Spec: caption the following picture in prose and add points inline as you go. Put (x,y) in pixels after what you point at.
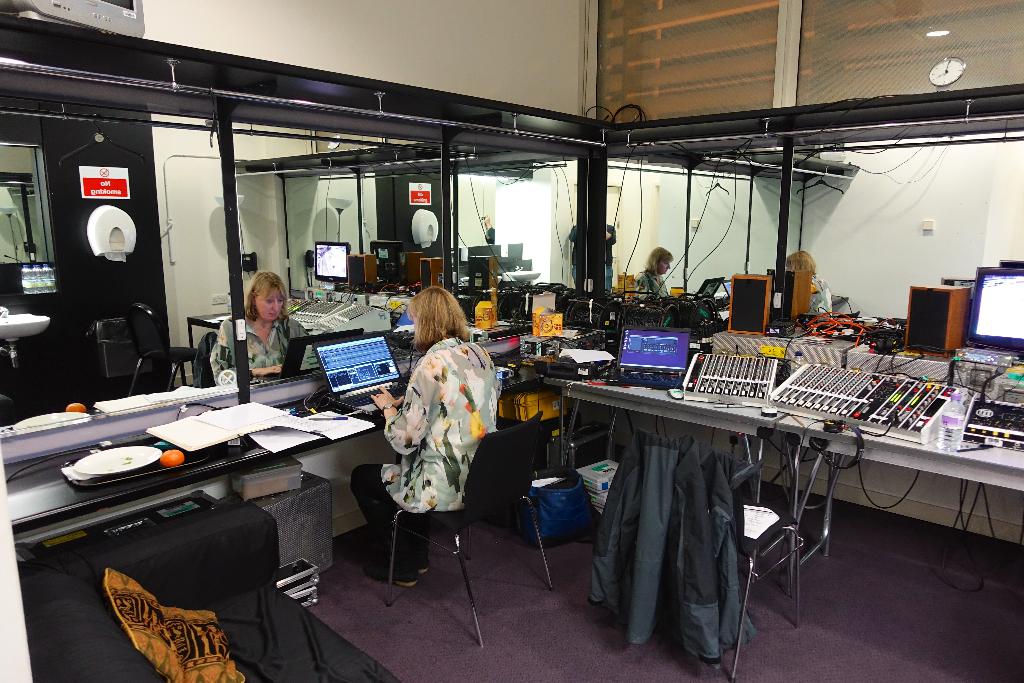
In this picture a women (448,475) sitting on chair (475,500) in front of a table (576,385), on that there are laptops (643,377), papers (330,422) and some other electronic gadgets (933,401), there is a glass wall (4,276) beside the table (145,475) there is sofa set (115,629).
